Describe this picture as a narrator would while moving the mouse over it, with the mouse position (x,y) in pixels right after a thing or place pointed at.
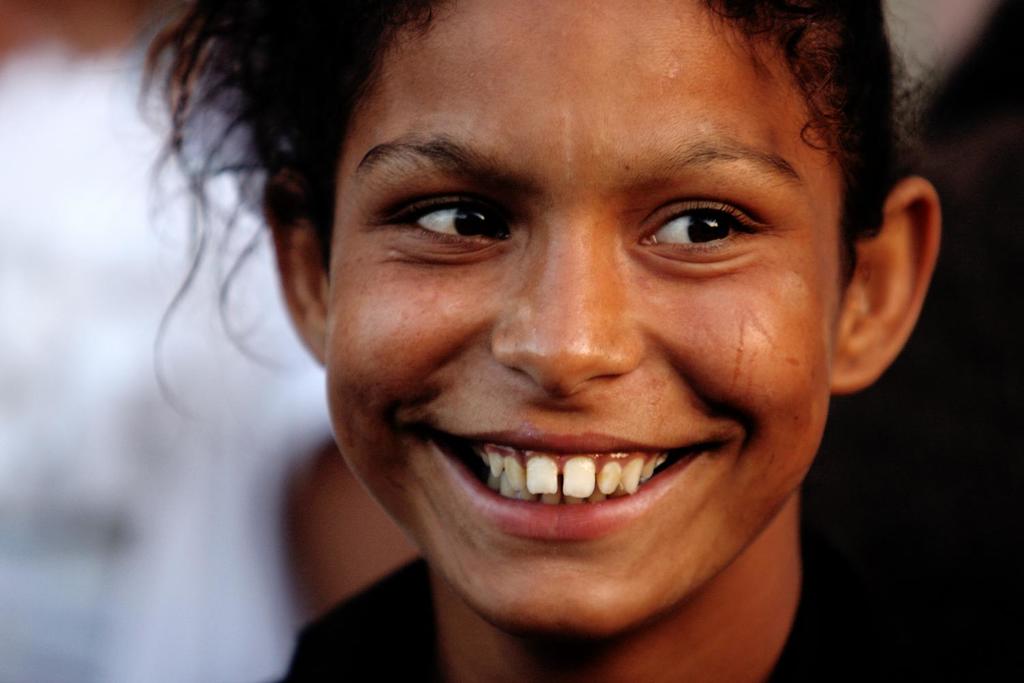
In the foreground of this image (494,607), there is a girl (763,358) having smile (594,480) on her face (613,480) and the background (274,604) image is blurred.
